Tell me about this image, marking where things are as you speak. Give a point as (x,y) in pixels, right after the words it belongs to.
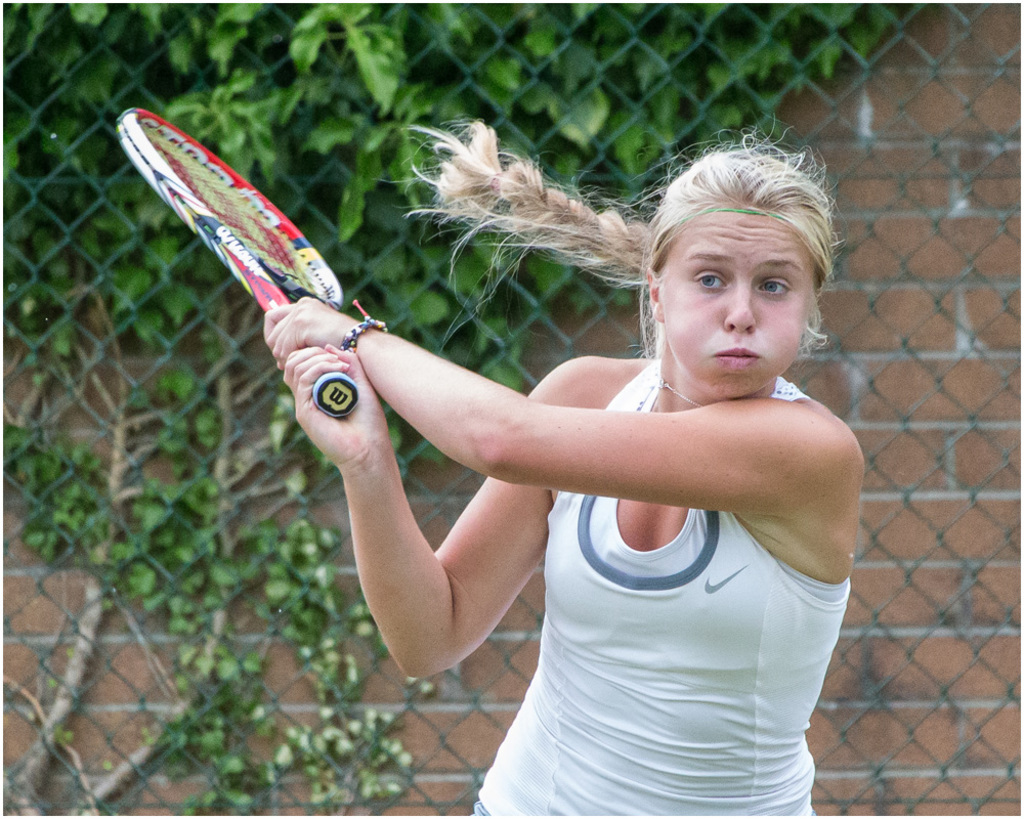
There is a woman (569,507) holding a tennis racket (262,277). In the back (343,180) there is a mesh fencing (948,536) and a brick wall (545,328) with a creeper (354,74) on that.
